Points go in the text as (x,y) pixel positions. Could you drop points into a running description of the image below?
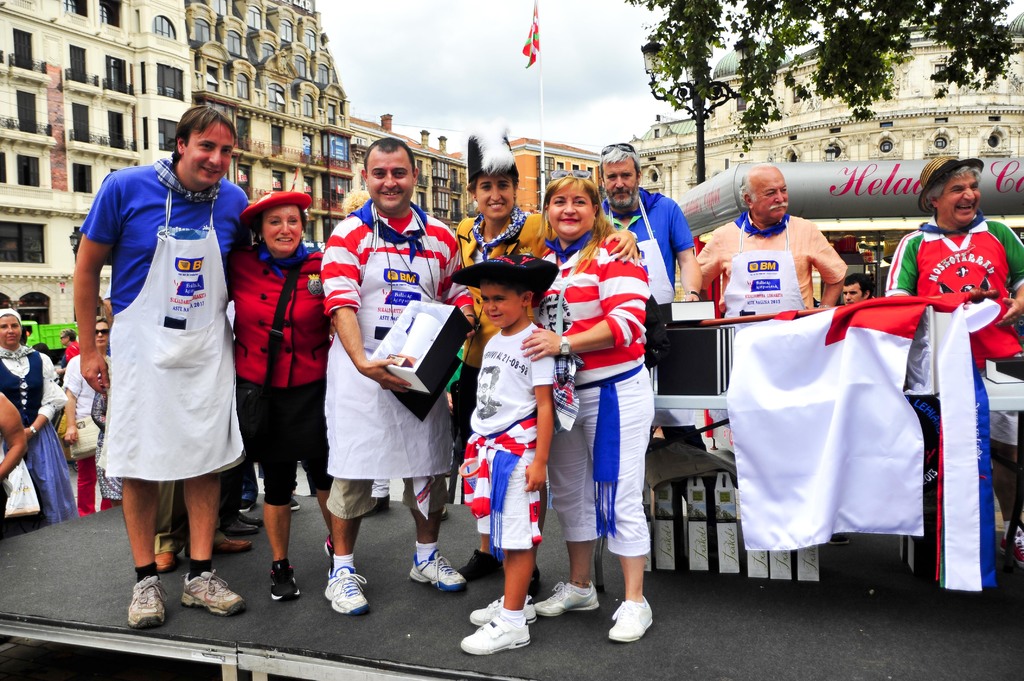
In this image we can see few persons (553,319) are standing on the stage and among them a man (404,426) is holding an object (424,366) in the hands (372,367) and there are objects (738,330) on a table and on the stage (583,638). In the background (1,436) we can see few persons (36,386), vehicles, light pole (695,90), flag pole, branches (843,80) of a tree (675,6), buildings (735,56), windows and clouds (437,56) in the sky (437,56).
